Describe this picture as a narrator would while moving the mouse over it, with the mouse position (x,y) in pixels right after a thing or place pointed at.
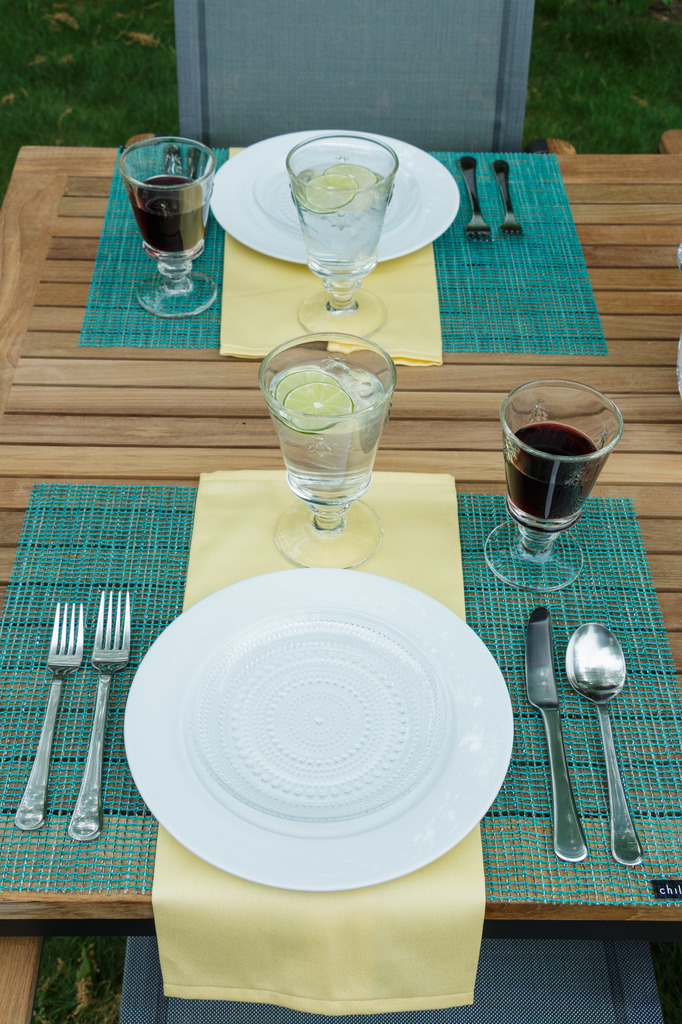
This image is clicked in a garden (609,101). There is a table (86,399) on which glasses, plates (372,681), spoons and knives (554,754) are kept. The table (173,455) is made up of wood (79,406). There are two chairs (584,941) in the image. At the bottom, there is grass (616,87).
